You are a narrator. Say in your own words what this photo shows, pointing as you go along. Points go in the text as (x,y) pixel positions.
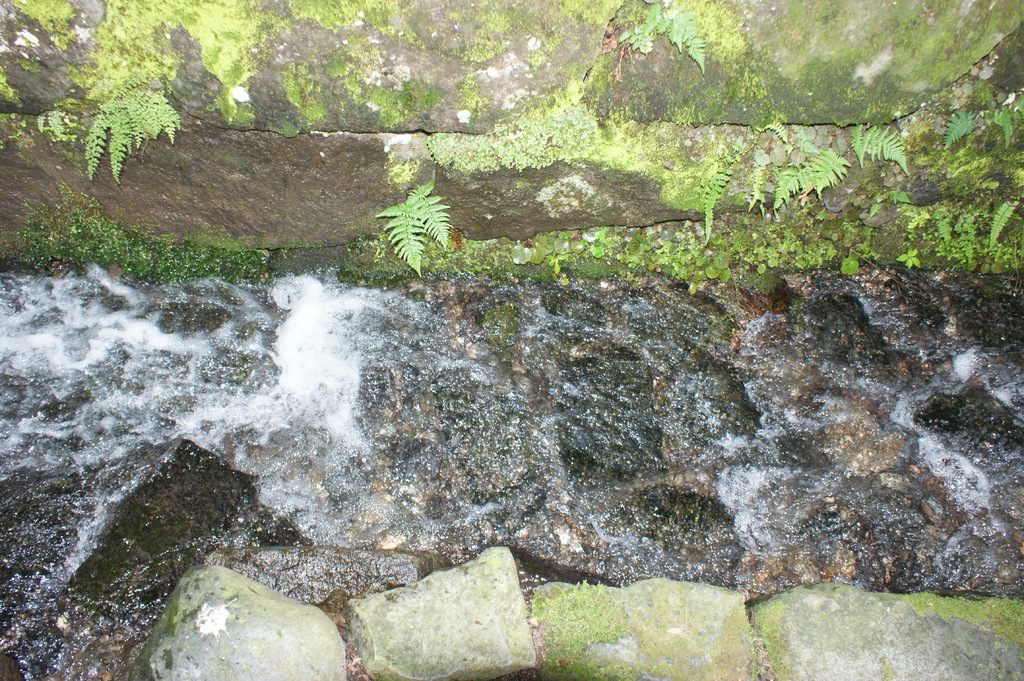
In this image we can see water (351,388), rocks (564,4) and leaves (641,243).
